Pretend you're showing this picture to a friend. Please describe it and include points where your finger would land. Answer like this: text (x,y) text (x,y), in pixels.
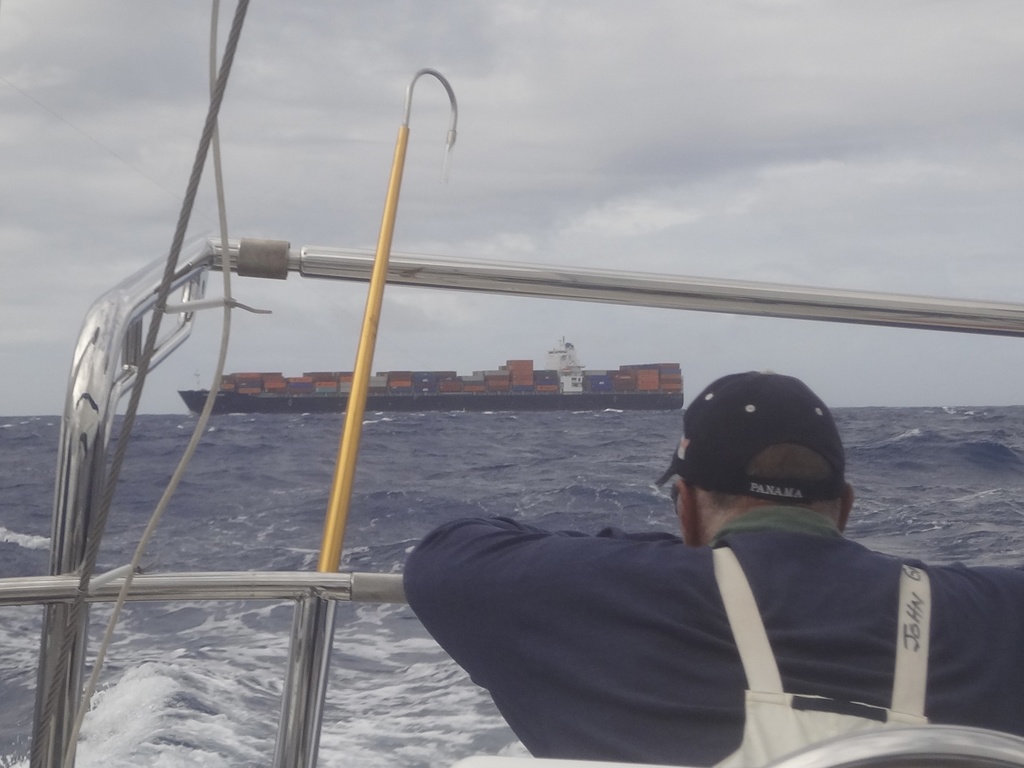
In this picture we can observe an ocean (416,490). There is a person (757,592) wearing blue color dress (666,624) and a cap (736,426) on his head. He is on the boat (197,576). In the background (321,403) we can observe a ship (398,388) sailing in the ocean (609,435). We can observe a sky (533,156) with some clouds (586,138).
